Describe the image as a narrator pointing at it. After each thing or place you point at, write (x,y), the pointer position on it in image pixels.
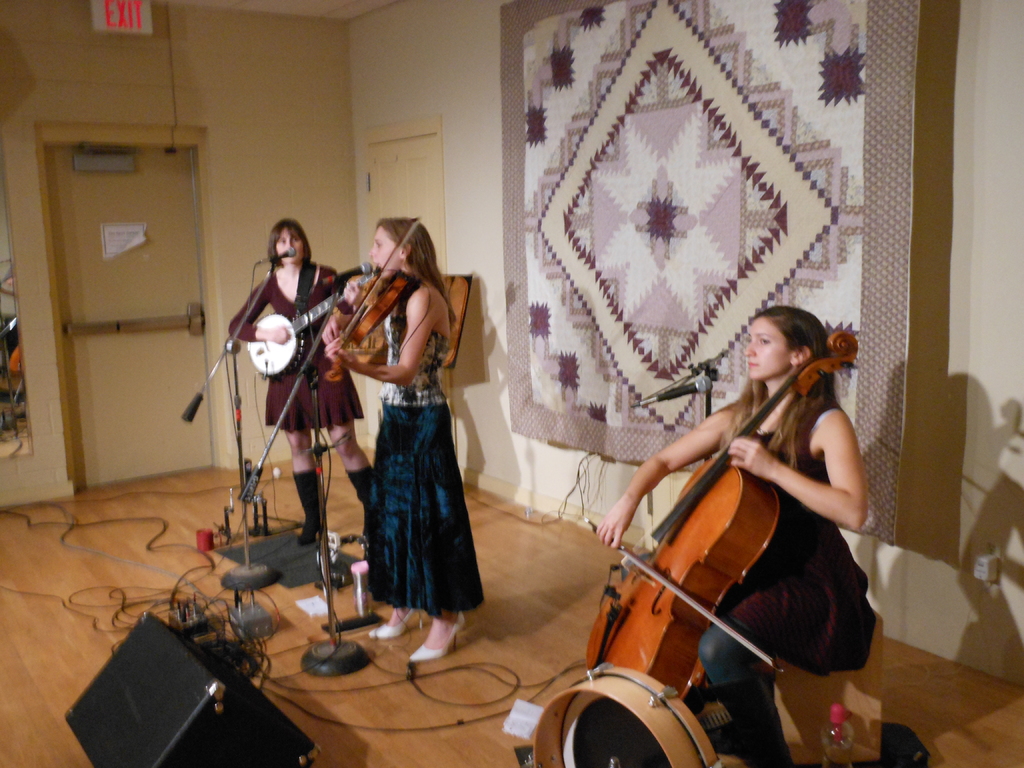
In this image I can see three women (389,368) are holding musical instruments (385,281), I can also see two of them are standing and one is sitting. I can see few mics (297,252) in front of them.
